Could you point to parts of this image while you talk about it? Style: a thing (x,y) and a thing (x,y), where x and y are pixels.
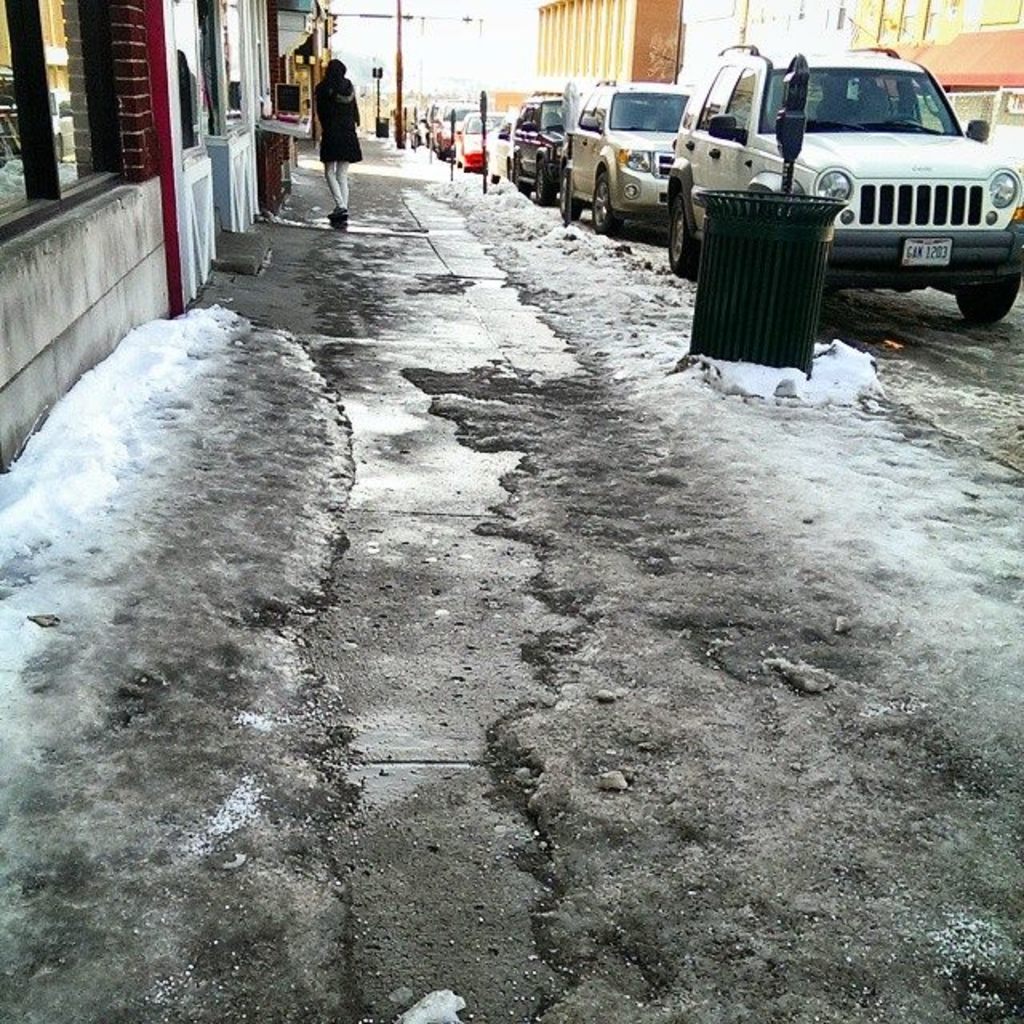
There is ice (102,661) in the foreground area of the image (281,535), there are vehicles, poles (570,172), buildings (129,89) and a person (333,142) in the background (297,83).
